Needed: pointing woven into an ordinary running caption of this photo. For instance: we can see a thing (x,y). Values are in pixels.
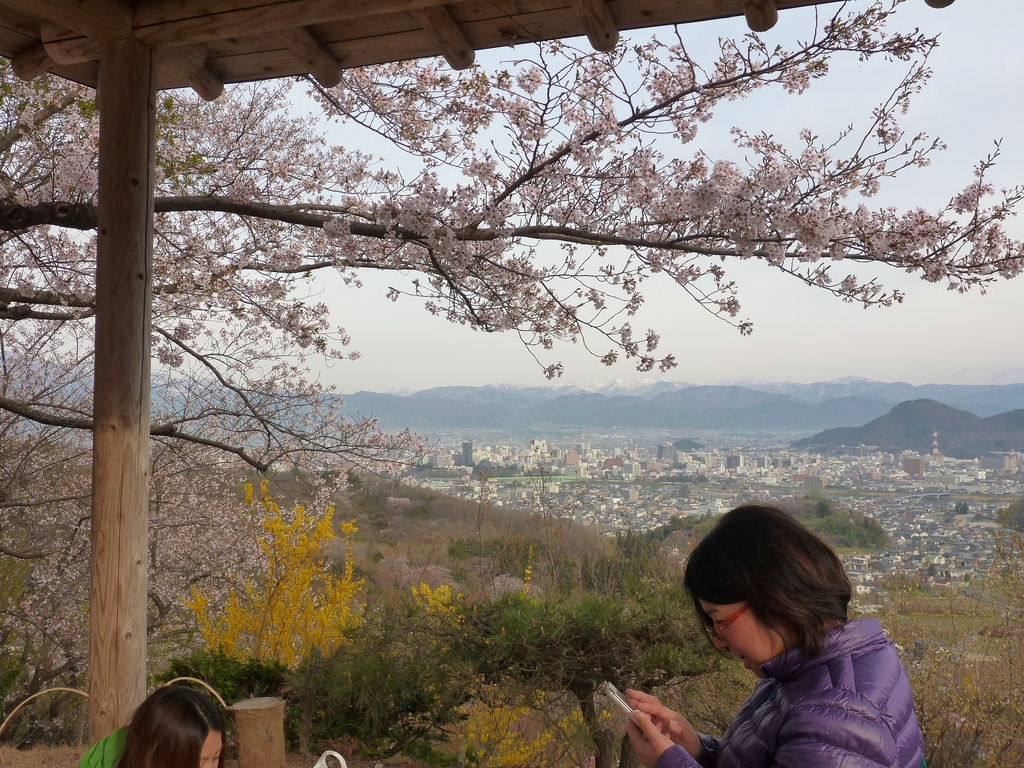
At bottom (853,709) there are two women (721,637). One woman (773,697) is holding a mobile (630,718) in the hands (643,732) and looking into the mobile (633,706). On the left side (125,386) there is a pillar (106,258). At the top (293,32) there is a shed (222,27). In the background (290,486), I can see many trees (447,537) and buildings (679,468). At the top (969,80), I can see the sky (968,66).
